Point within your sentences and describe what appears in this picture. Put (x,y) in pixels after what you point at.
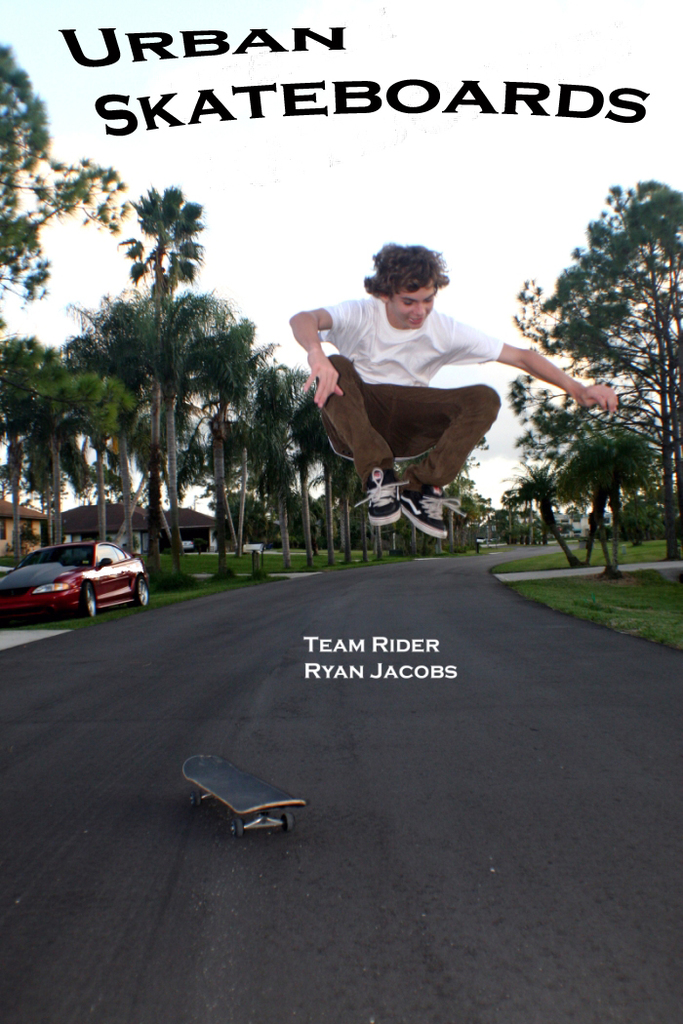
In the given picture, We can see a person (483,402), Who is jumping and a skateboard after that, We can see a car (97,565) which is parked, couples of trees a road (415,617), sky (308,230).
